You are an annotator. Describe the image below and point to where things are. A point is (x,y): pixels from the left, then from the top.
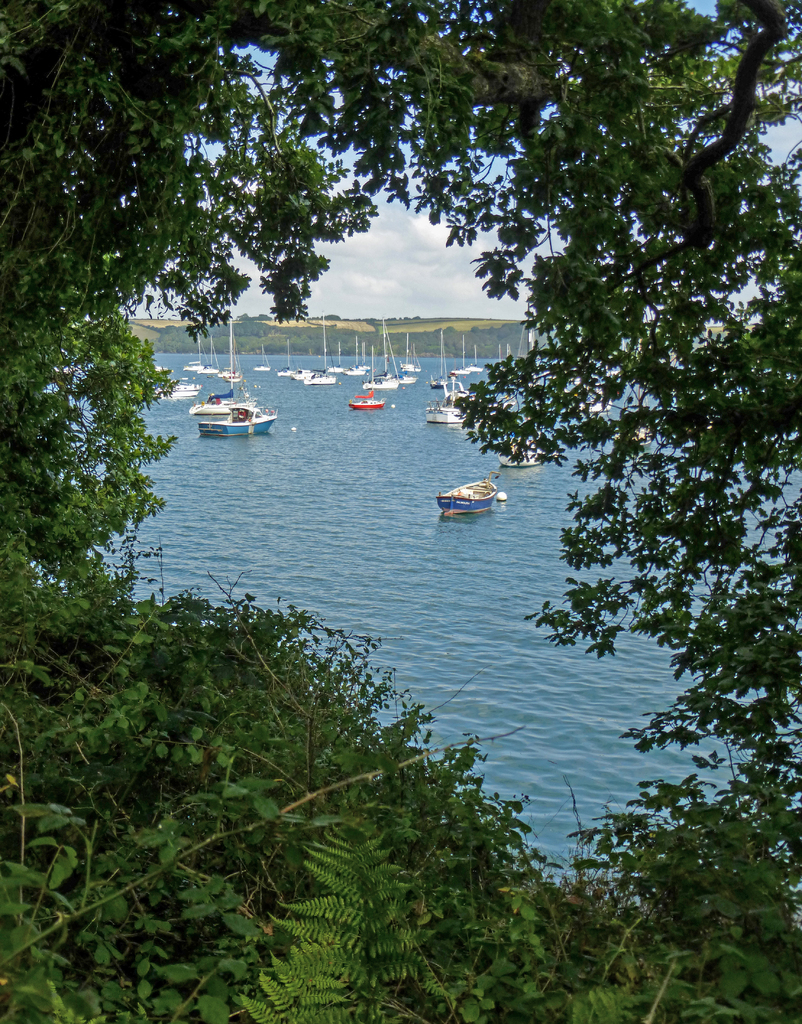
In this image we can see ships (441,342) on the surface of water (459,578). In the foreground of the image (543,932) we can see the greenery (253,895). In the background (388,221), we can see the sky (386,255) with some clouds (397,255).
